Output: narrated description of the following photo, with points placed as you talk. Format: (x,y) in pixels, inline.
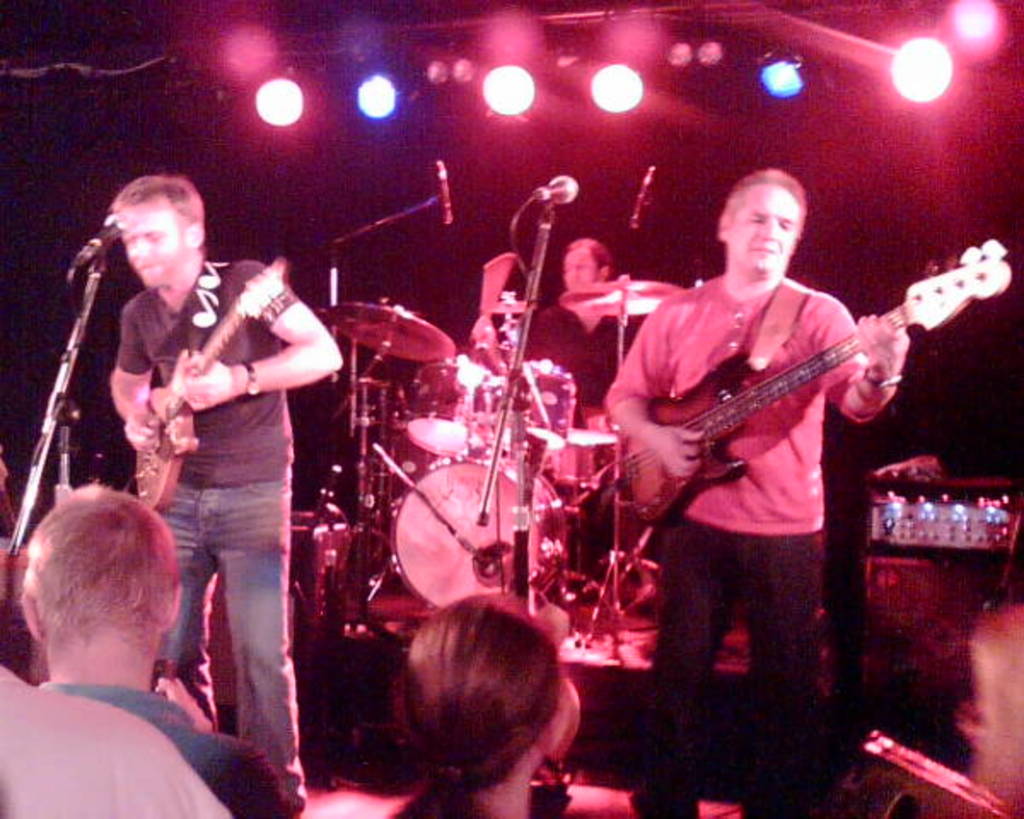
This is the picture of three people (281,325) playing some different musical instruments (512,508) and some people (68,661) in front of them and there are some lights (298,98) above them.
